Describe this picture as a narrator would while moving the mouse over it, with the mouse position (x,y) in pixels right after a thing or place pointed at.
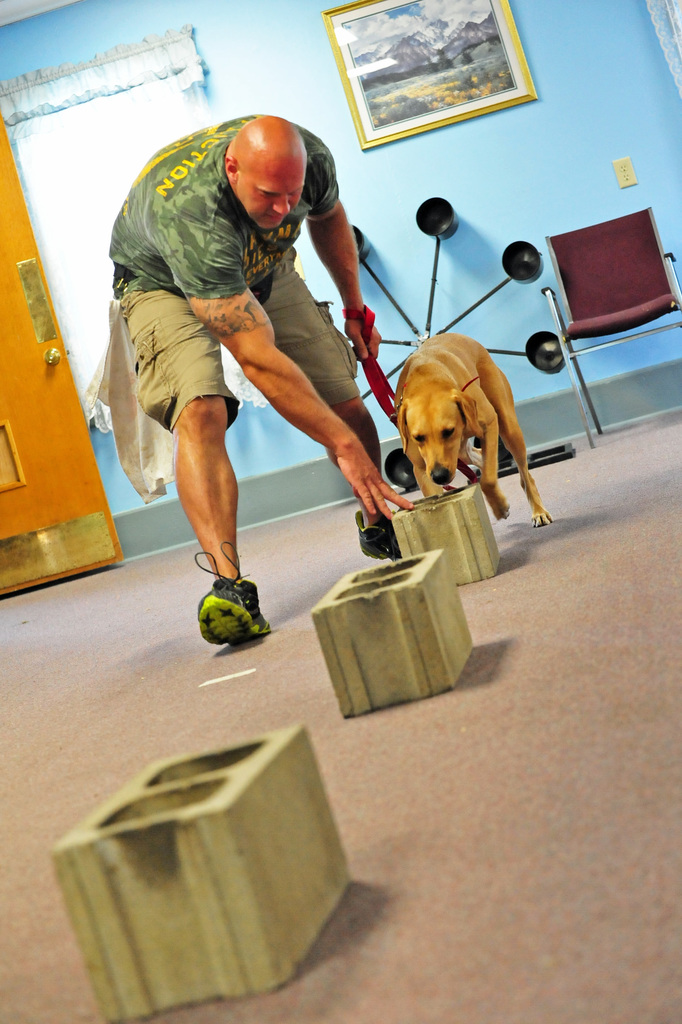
In this picture we have a man (376,458) and dog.
